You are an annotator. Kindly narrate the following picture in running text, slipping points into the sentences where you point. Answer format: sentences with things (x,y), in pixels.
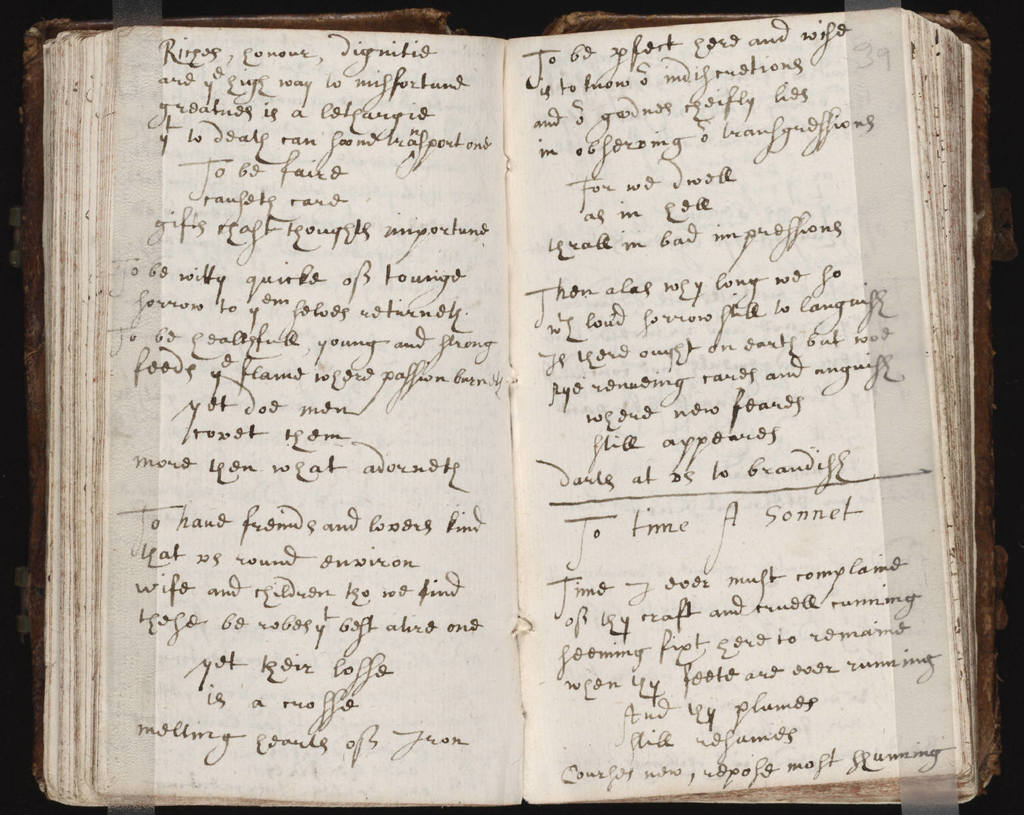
There are texts (214,57) on the white color pages (151,177) of a book (46,151). And the background (1018,330) is dark in color.
